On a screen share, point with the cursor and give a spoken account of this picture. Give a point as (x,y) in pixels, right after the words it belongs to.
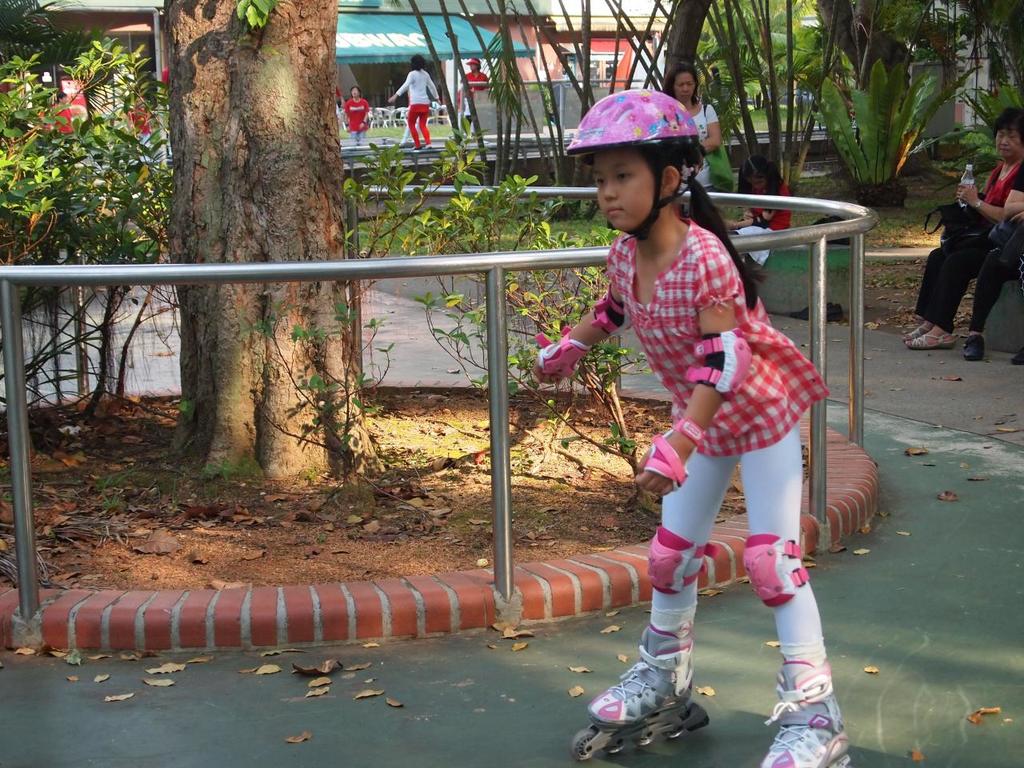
In this image a girl (735,428) wearing skates (684,706) is standing on the road (701,674). She is wearing a helmet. Beside her there is a fence (806,242). Behind there are few plants (132,369) and trees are on the land (348,507). Person (981,197) holding a bottle (966,179) is having a bag (956,218) on her lap (956,258). She is sitting beside a person (1005,254). A girl (789,225) is sitting on the stone (784,260). Beside there is a woman (685,96) standing. Few persons (458,105) are on the grassland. Behind there are few buildings (398,9). Right side (740,44) there are few plants (841,109) and trees (717,77) on the land (906,217).
